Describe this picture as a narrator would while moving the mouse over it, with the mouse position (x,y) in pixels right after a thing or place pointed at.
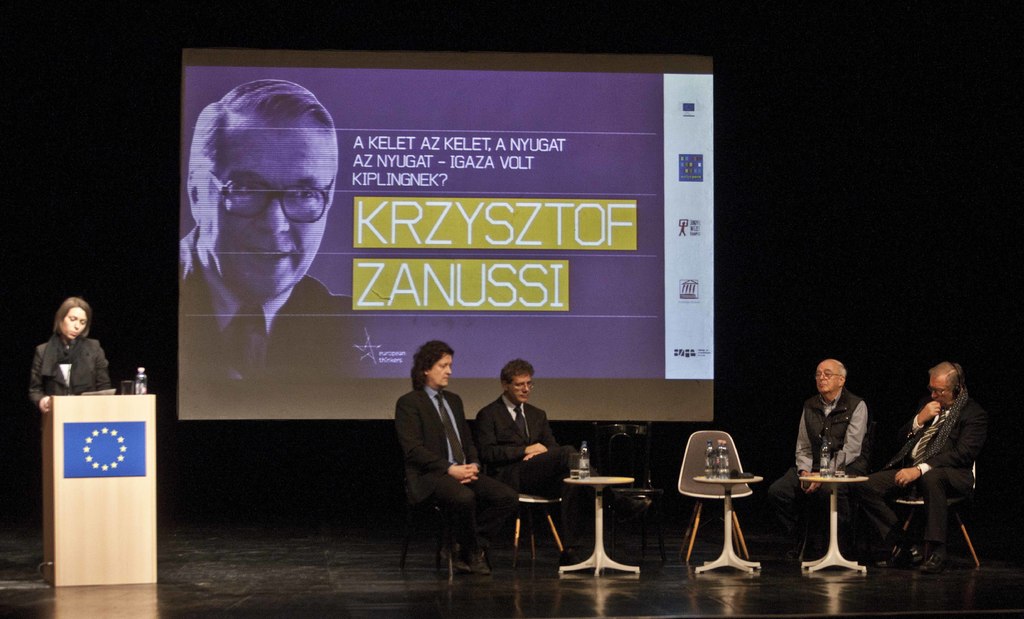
In the center of the image (523,367) we can see a few people (530,450) are sitting on the chairs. In front of them, we can see tables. On the tables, we can see glasses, water bottles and one black color object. On the left side of the image (73,352), we can see one person (89,373) is standing. In front of her, there is a stand (96,502), one water bottle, glass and blue color board (114,431). In the background (295,308) there is a screen (436,279). On the screen (441,274), we can see some text (410,284) and one person (285,294) is smiling.
